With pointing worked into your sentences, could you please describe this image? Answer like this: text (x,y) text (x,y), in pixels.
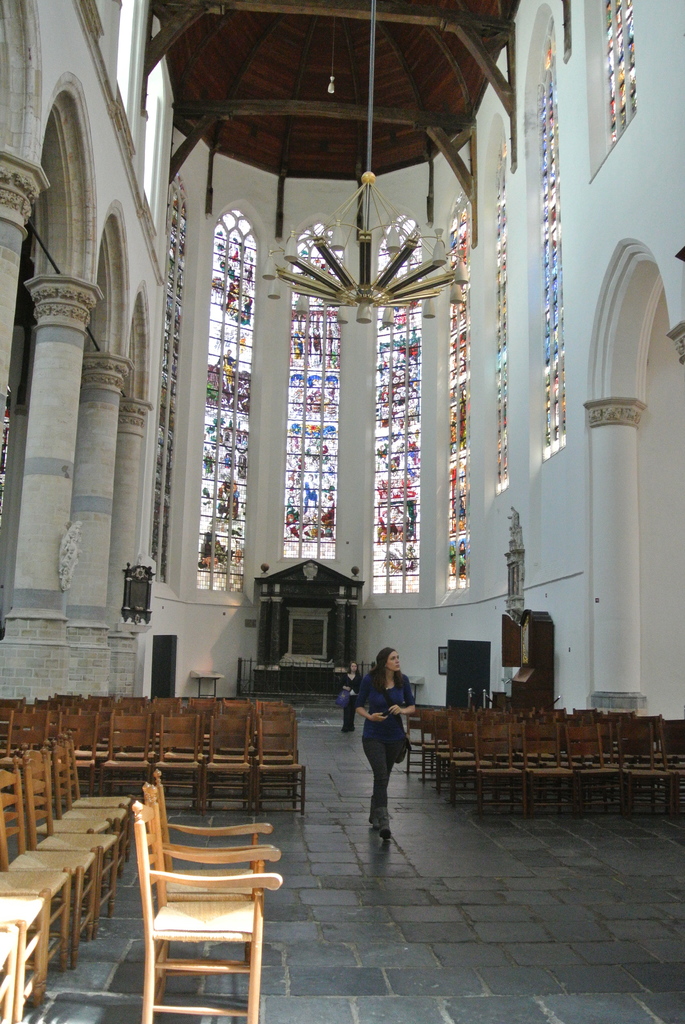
This image seems to be clicked inside a big hall (319,101), there is a chandelier (344,312) over the ceiling (279,122), behind it there are huge windows (220,267) on the wall (432,398), in the front (590,767) there is a woman (390,764) walking on the floor (340,732) with chairs (438,714) on either side of her, there are pillars (1,253) on the left side (121,509).
